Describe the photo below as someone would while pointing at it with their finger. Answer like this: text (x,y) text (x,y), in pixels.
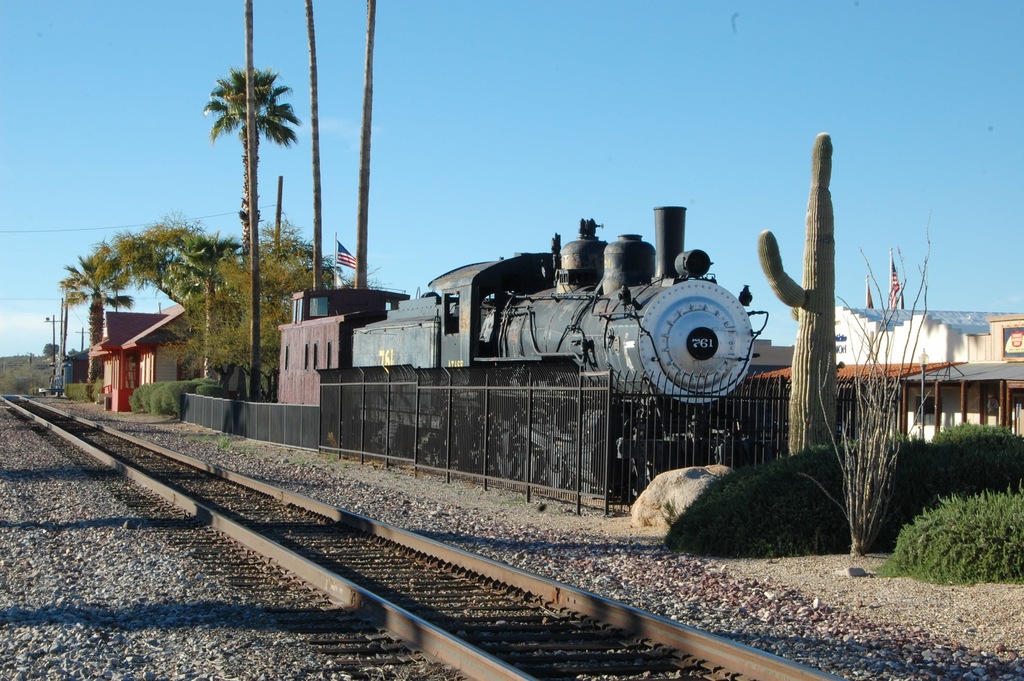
In this image I can see the train (542,347) and I can also see the track (464,621), few trees (216,310) in green color, buildings (140,322), few light poles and the sky (477,135) is in blue color.
